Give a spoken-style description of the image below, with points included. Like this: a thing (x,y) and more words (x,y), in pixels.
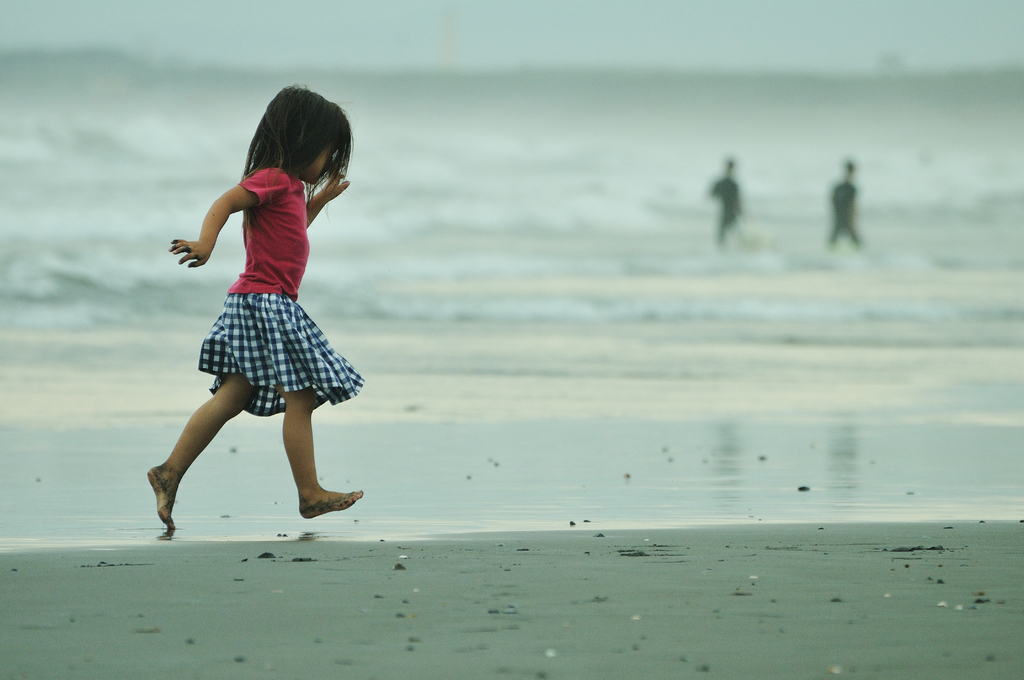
In this picture we can see a girl (238,209) running on sand (571,678), two people (731,181), water (480,262) and in the background (881,22) we can see the sky (895,36).
